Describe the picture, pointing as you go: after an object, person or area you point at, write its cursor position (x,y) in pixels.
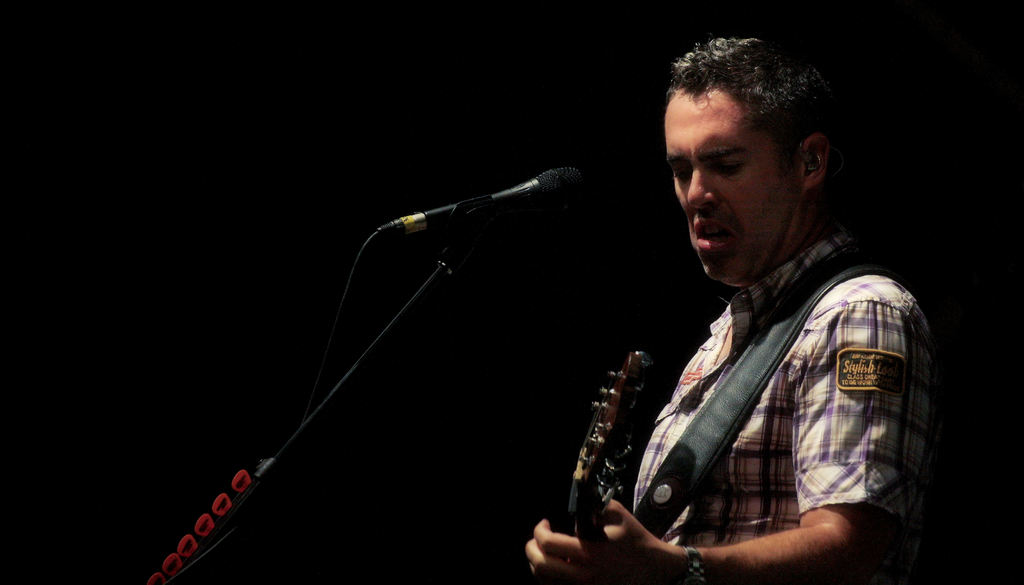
On the right side of this image (703,366) there is a man (735,240) holding a guitar (605,495) in the hand (579,570). On the left side (265,471) there is a mike stand (245,493). The background (326,96) is in black color.
